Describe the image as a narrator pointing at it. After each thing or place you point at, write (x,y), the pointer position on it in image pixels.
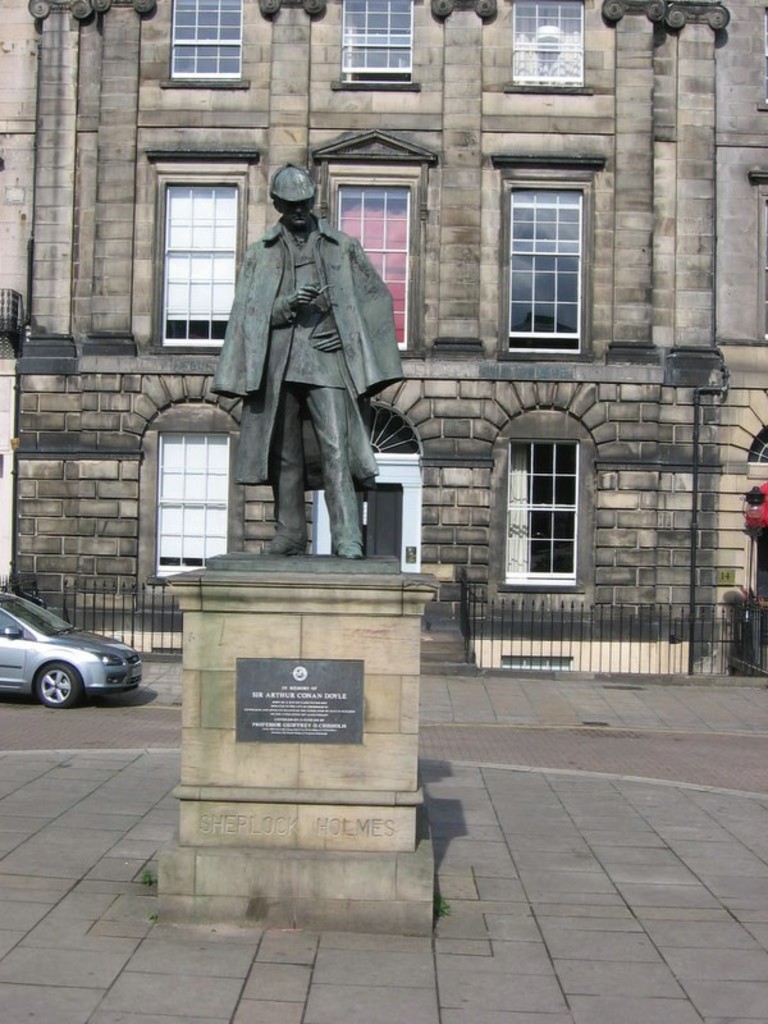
In this picture we can see a statue (245,312), name board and at the back of this statue (262,799) we can see a car (17,610) on the road (694,742), building (443,607) with windows (554,277), curtains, pole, light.
